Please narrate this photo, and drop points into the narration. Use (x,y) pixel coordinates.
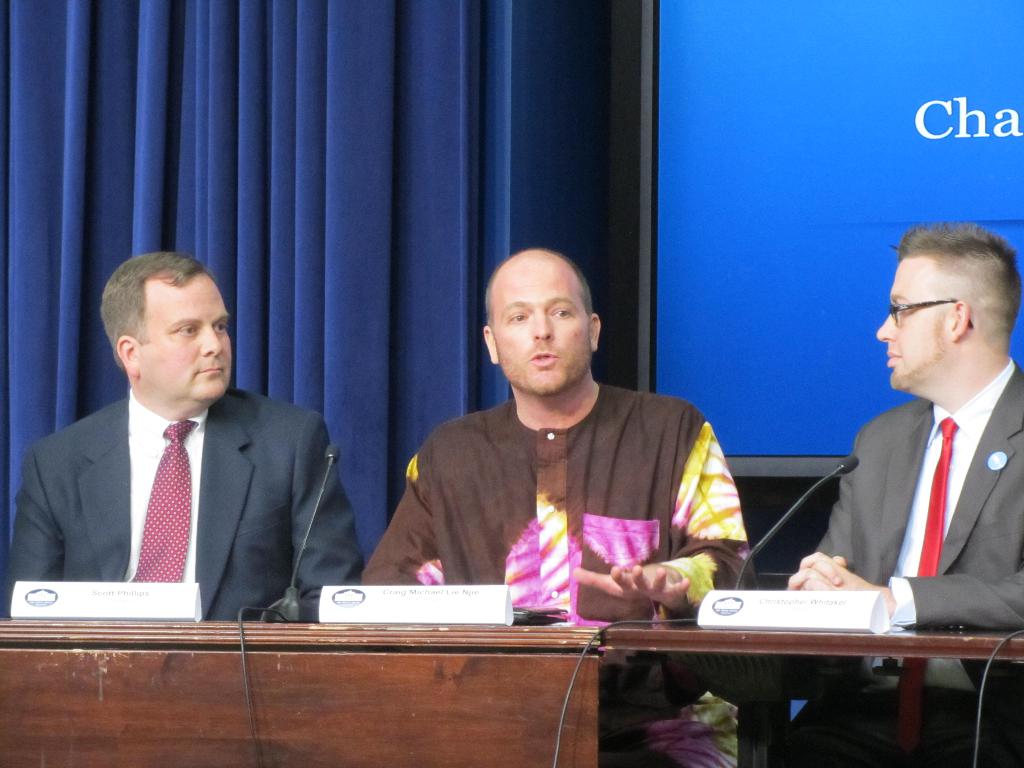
In the picture we can see three men (979,350) sitting near the desk (1,696) on it, we can see name boards (36,586) and microphones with wire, two men (881,524) are wearing blazers (880,498), tie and shirts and one man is wearing some other dress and in the background (11,83), we can see a curtain (29,79) which is blue in color and beside it we can see a screen (872,214) which is blue in color.
